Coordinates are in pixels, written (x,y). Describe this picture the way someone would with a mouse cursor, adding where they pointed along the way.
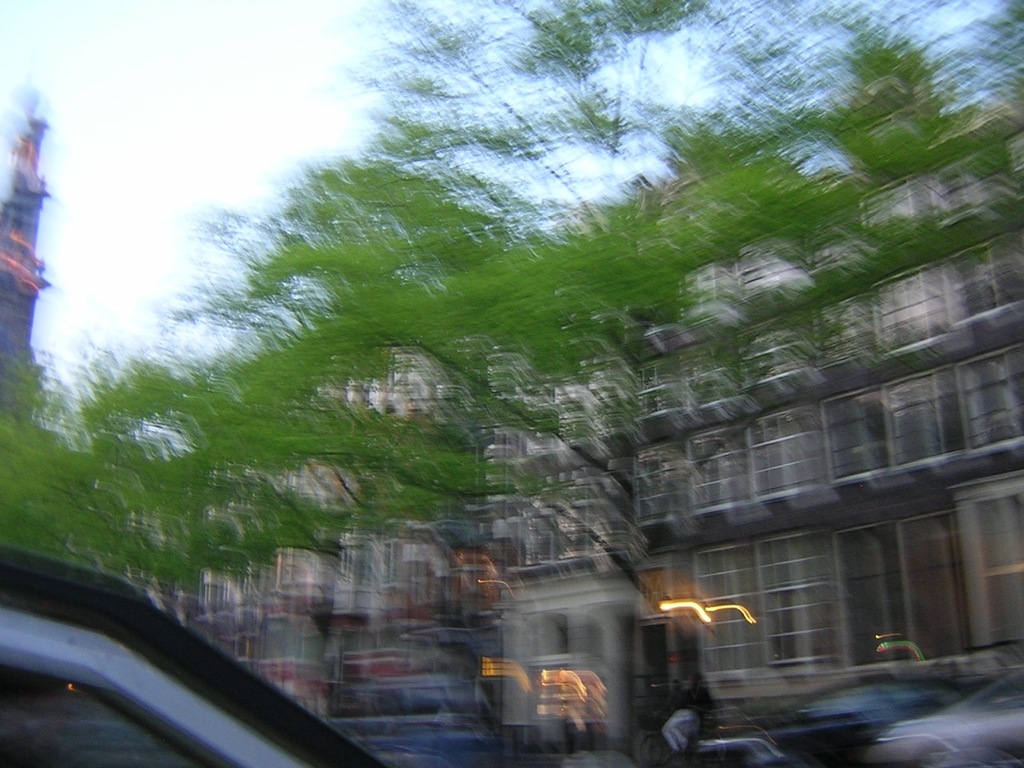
In this picture we can see vehicles (251,741), trees (338,522), buildings (645,517) with windows (722,597) and it is blurry. In the background (245,54) we can see the sky (224,39).
